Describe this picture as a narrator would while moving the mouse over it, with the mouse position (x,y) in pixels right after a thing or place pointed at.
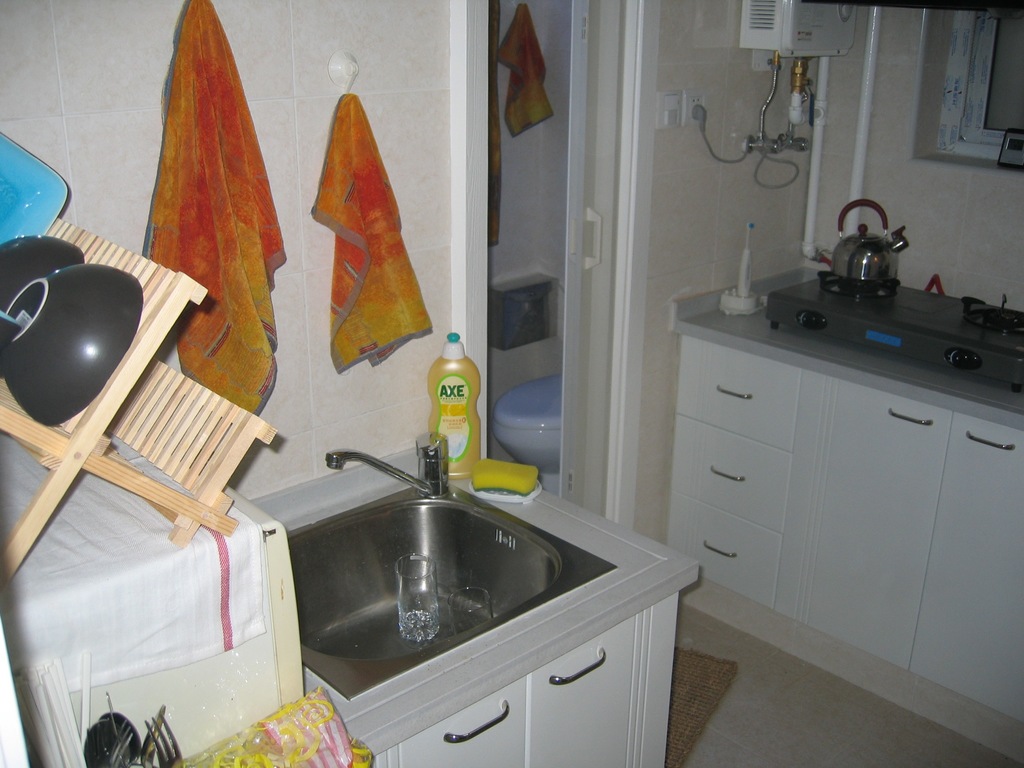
In this image we can see a kettle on a stove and an object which are placed on the counter-top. We can also see a window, a toilet (526,426), some towels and a device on a wall (434,293) and some cupboards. On the left side (200,506) we can see some glasses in a sink (345,572), tap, a bottle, a scrub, some forks (151,723), straws (79,665) and an object (62,466) on the surface (137,707).
